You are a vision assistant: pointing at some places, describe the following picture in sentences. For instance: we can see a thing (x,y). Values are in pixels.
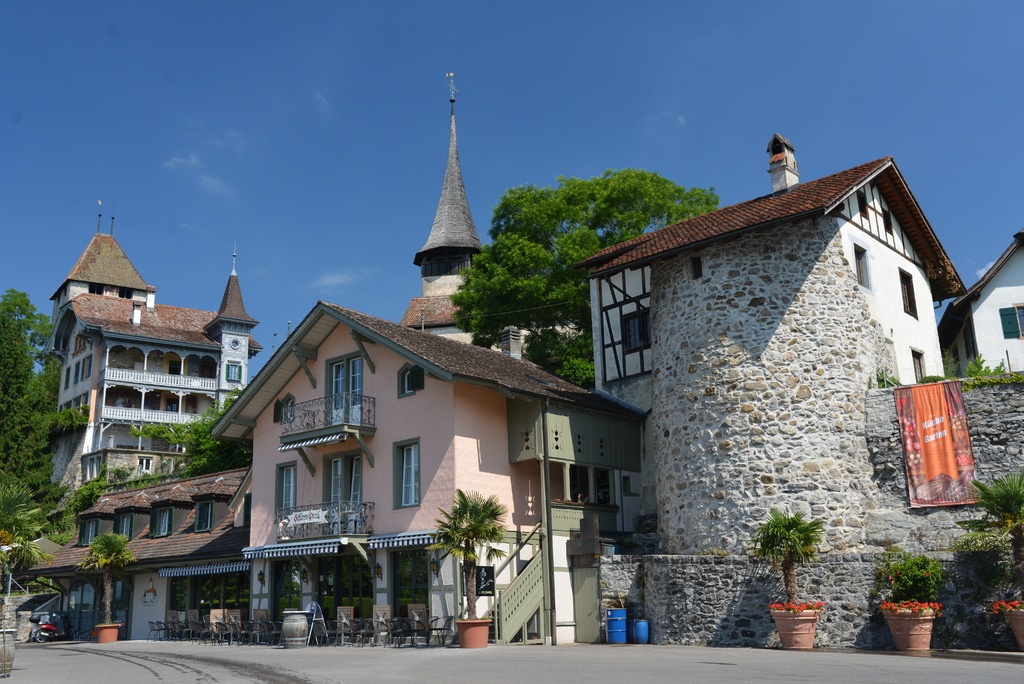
These are the buildings (294,388) with the windows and glass doors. I can see the big flower pots (790,611) with the small trees (109,619) in it. This looks like a banner (942,474) hanging. I can see the trees (36,388). I think these are the spires (436,235), which are at the top of the building (220,317). These are the chairs (248,619). Here is a motorbike (39,628), which is parked.
